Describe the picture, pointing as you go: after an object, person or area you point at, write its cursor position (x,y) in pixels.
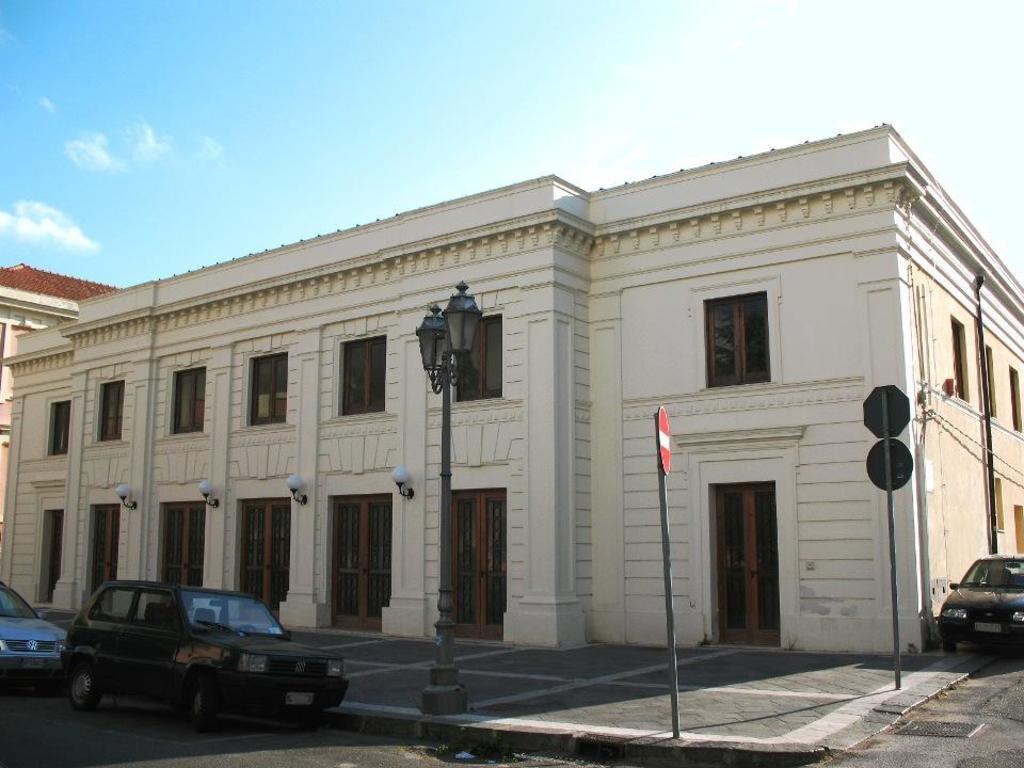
In this picture I can see vehicles (1010,577) on the road (308,735), there are lights (397,484), boards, poles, buildings (747,382), and in the background (482,89) there is sky (378,139).
